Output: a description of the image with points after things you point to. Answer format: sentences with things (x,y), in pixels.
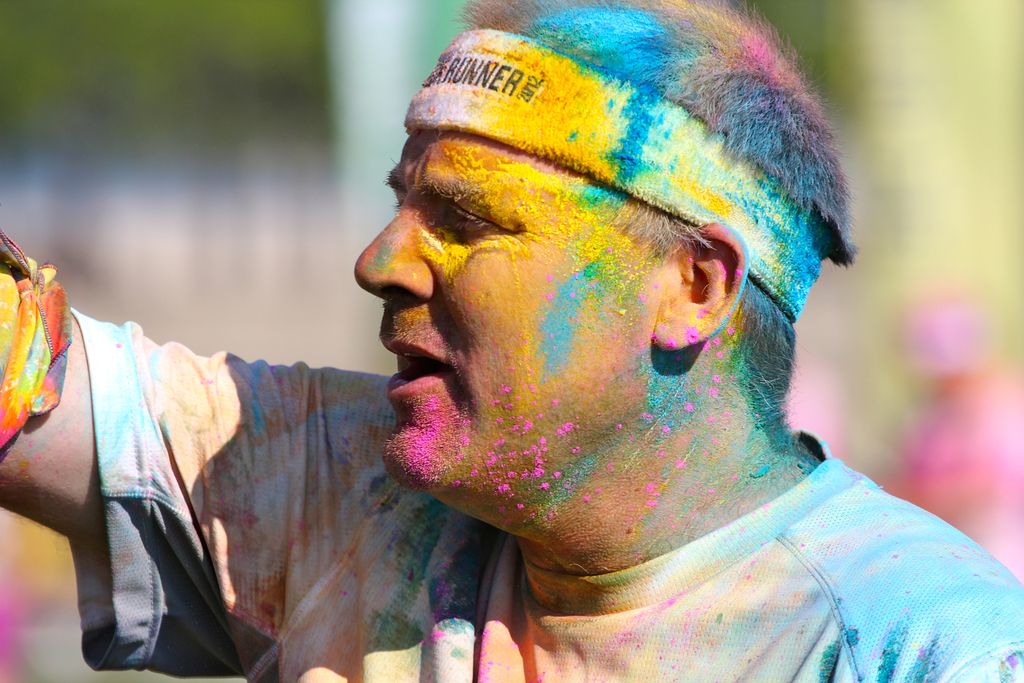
In this picture there is a man (681,197) who is wearing t-shirt (788,564). On his body (586,562) I can see the colors. In the back (958,516) I can see the blur image.
